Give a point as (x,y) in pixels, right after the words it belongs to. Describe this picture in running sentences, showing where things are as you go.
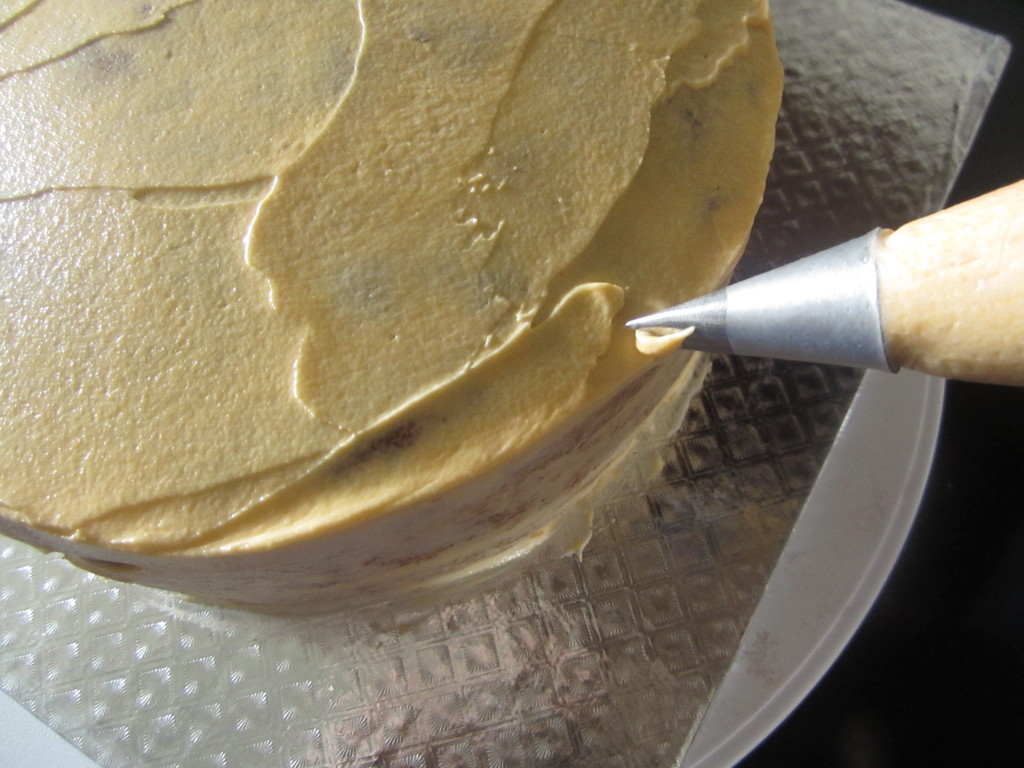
In this image there is a cake (313,376), icing cone (753,353), cardboard (900,44) and plate (867,587).
